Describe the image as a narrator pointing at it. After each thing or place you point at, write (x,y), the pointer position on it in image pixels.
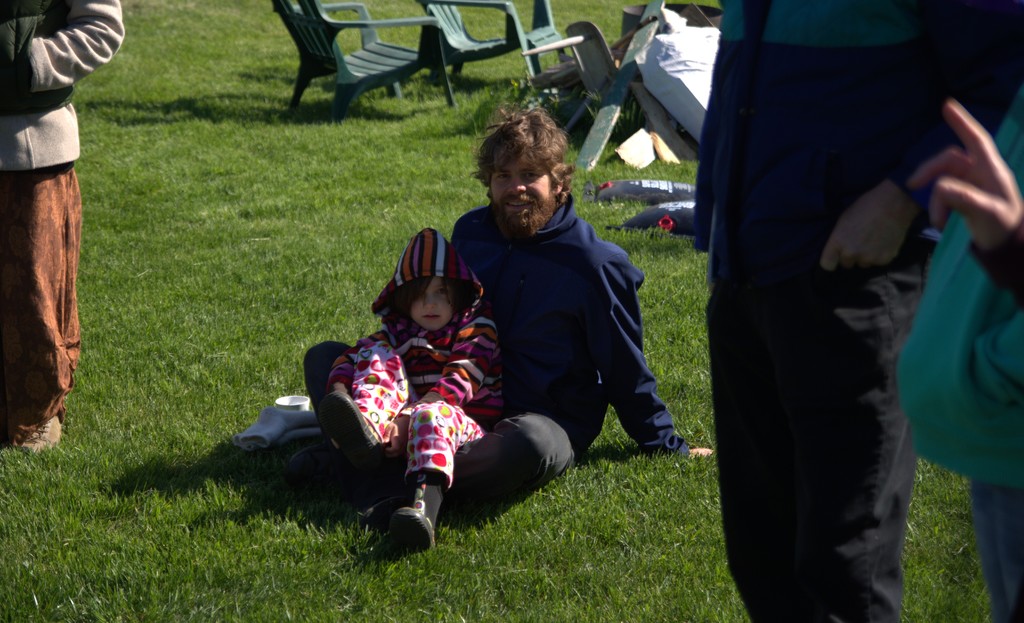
In this picture there are people (639,391) and we can see chairs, grass (332,215) and objects (629,192).
